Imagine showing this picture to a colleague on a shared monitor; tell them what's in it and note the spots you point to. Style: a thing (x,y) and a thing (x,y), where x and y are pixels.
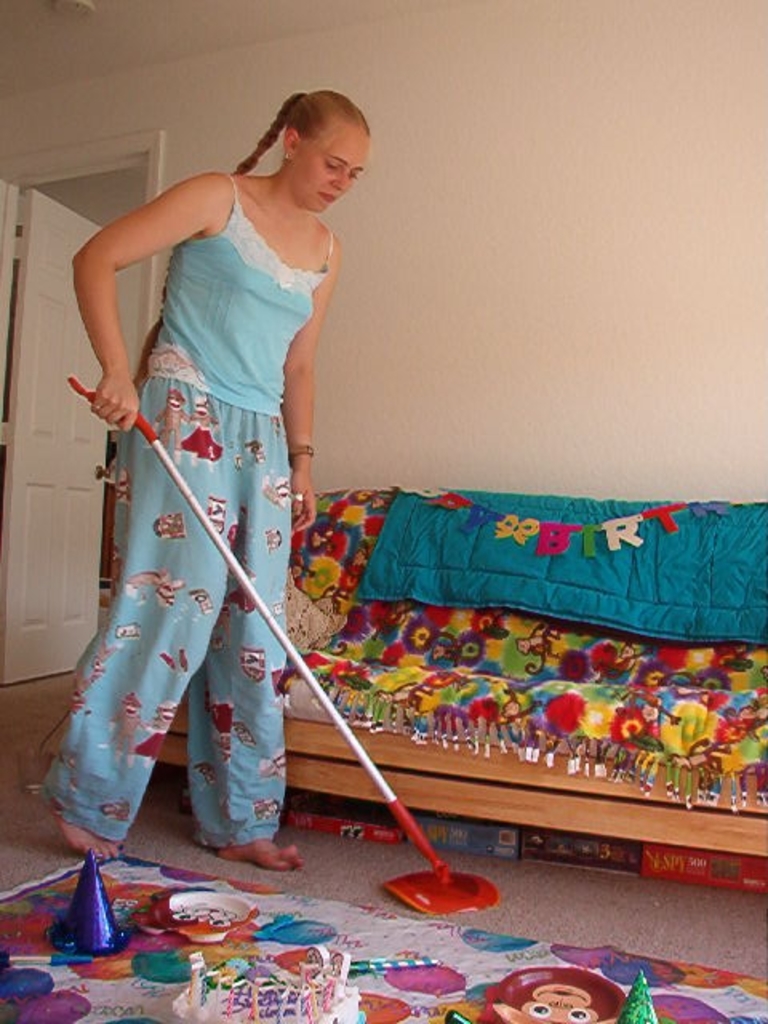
In this picture we can see a woman (274,566) is standing and holding a stick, on the right side (553,633) there is a couch (525,624), we can see a cap (77,931), a mat (450,984) and a cake (352,998) at the bottom (282,1008), in the background (412,472) there is a wall (439,267) and a door (34,460).
